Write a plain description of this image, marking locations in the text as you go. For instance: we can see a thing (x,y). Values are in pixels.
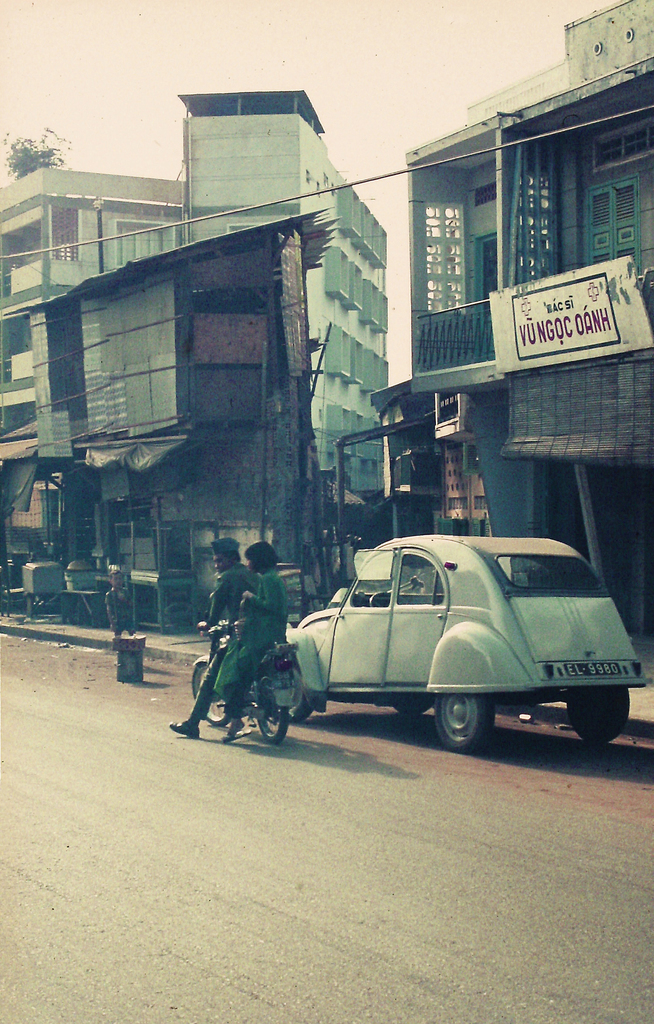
On the right side (541,658) there is a car (404,642), here a man (192,727) is riding the bike (250,699). These are the houses (270,242), at the top (174,79) it is the sky (101,57).
